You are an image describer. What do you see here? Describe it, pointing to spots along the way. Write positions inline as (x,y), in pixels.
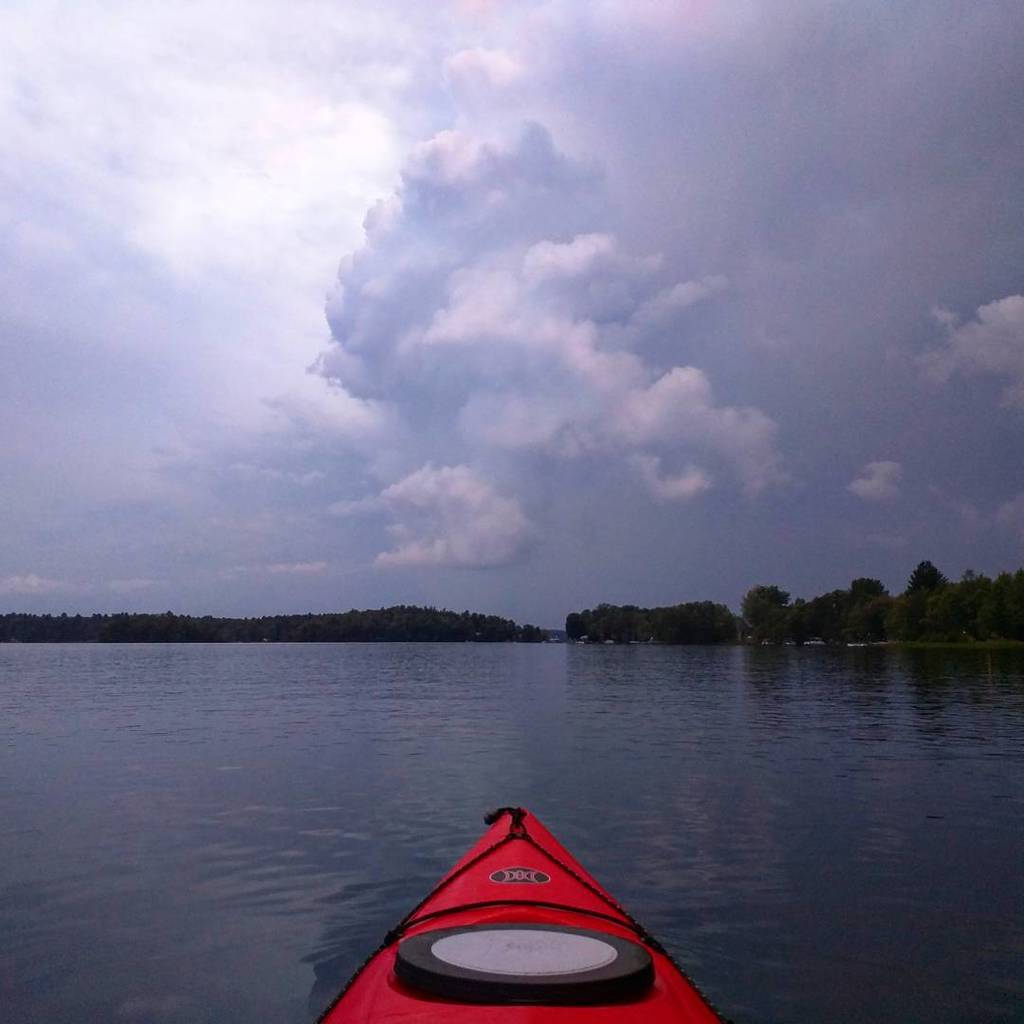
In the middle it is a boat (585,868), which is in red color and this is water (464,743). In the long back side there are trees (600,613).
